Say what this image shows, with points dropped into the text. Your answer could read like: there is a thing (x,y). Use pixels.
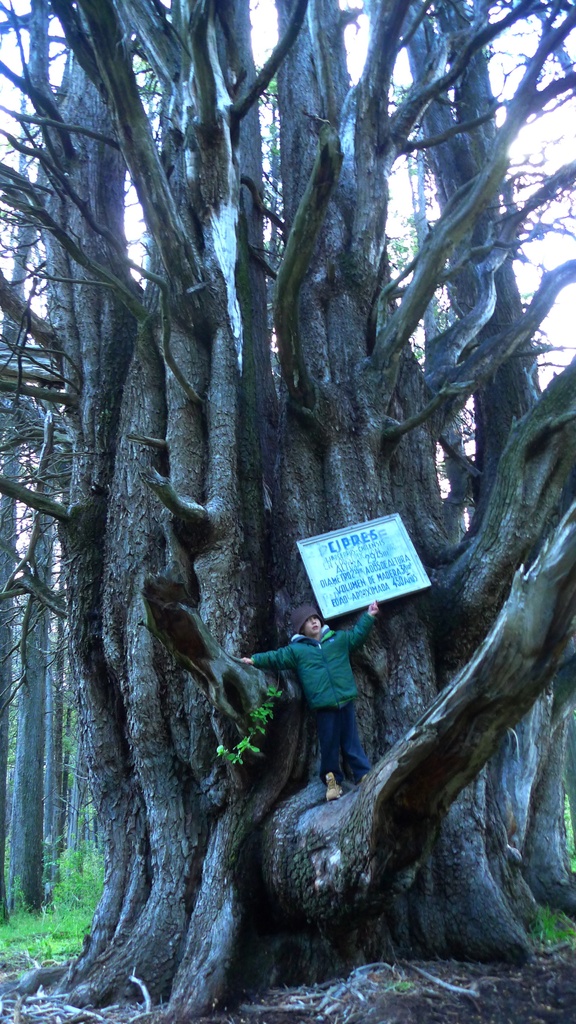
In this image I can see tree (75,483) and a boy (320,713) is wearing jacket (317,666), cap (300,623) on the head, holding a board (354,587) in the hand (372,605) and standing on a trunk (359,814). In the background (38,610) also there are many trees (45,770) and also I can see the grass (50,934).
